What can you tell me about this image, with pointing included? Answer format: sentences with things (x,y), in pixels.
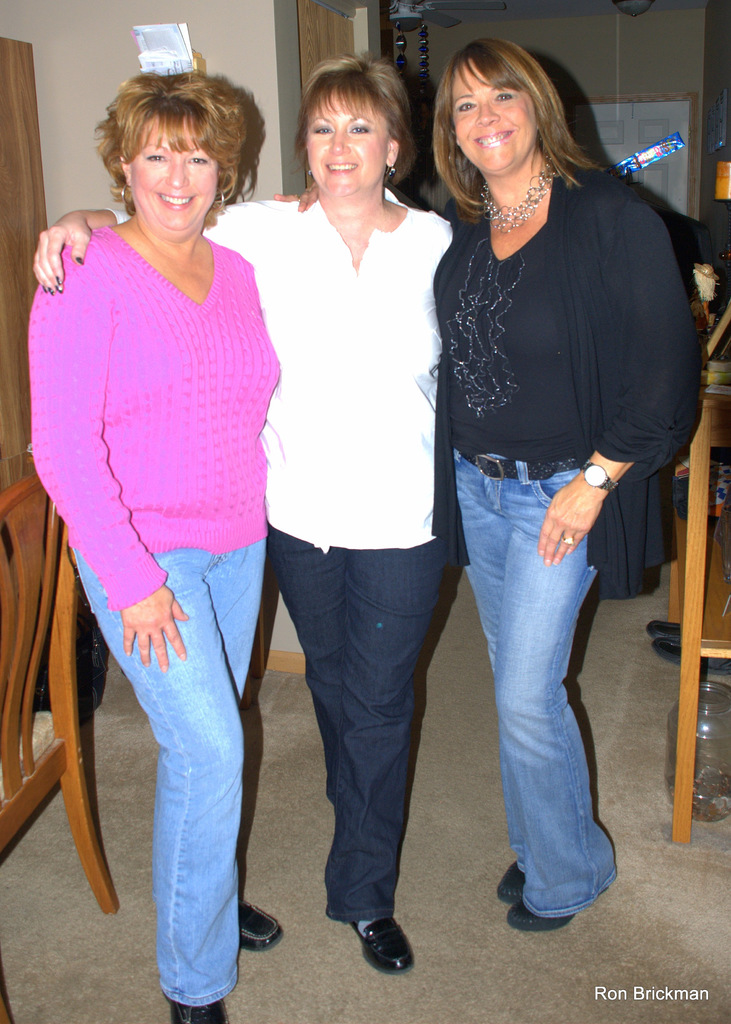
In this picture we can see there are three women (318,565) standing on the floor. On the left side of the image (56,618) there is a chair (20,582) and it looks like a wooden cupboard (18,166). On the right side of the image (666,652) there is a pair of slippers (673,636) and some objects (728,469). Behind the women (267,329) there are walls (291,1). On the image there is a watermark (602,993).
